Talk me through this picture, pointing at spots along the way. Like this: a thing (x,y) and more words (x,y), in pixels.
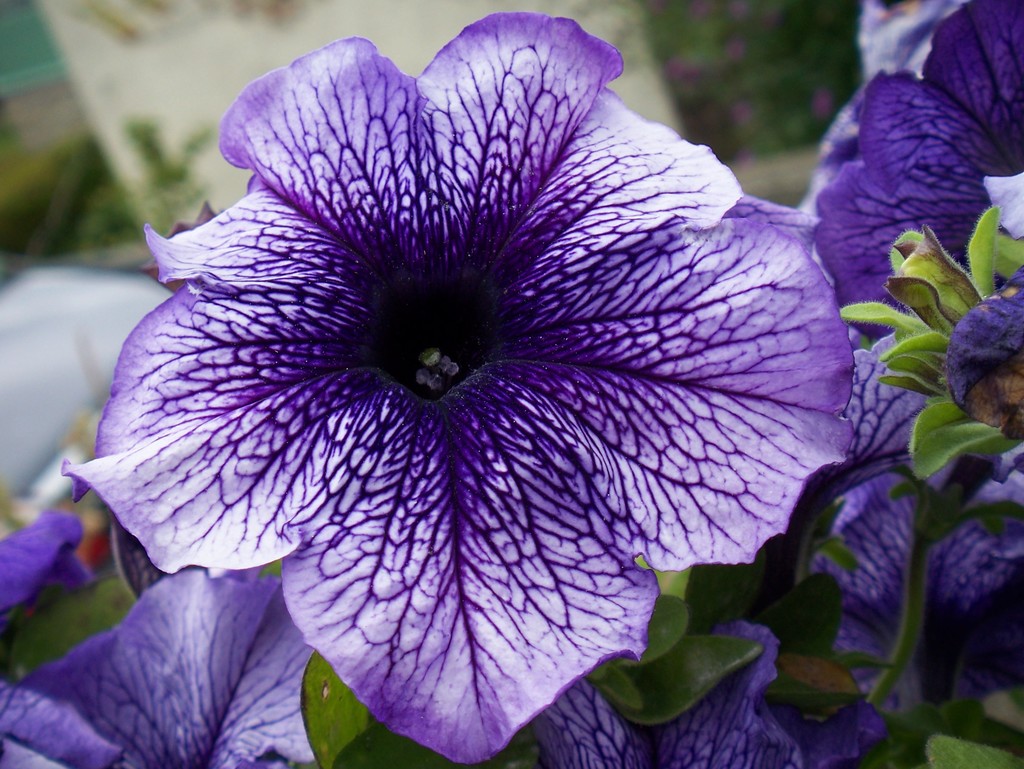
In this image there are a few flowers (470,452) and leaves (33,629).
